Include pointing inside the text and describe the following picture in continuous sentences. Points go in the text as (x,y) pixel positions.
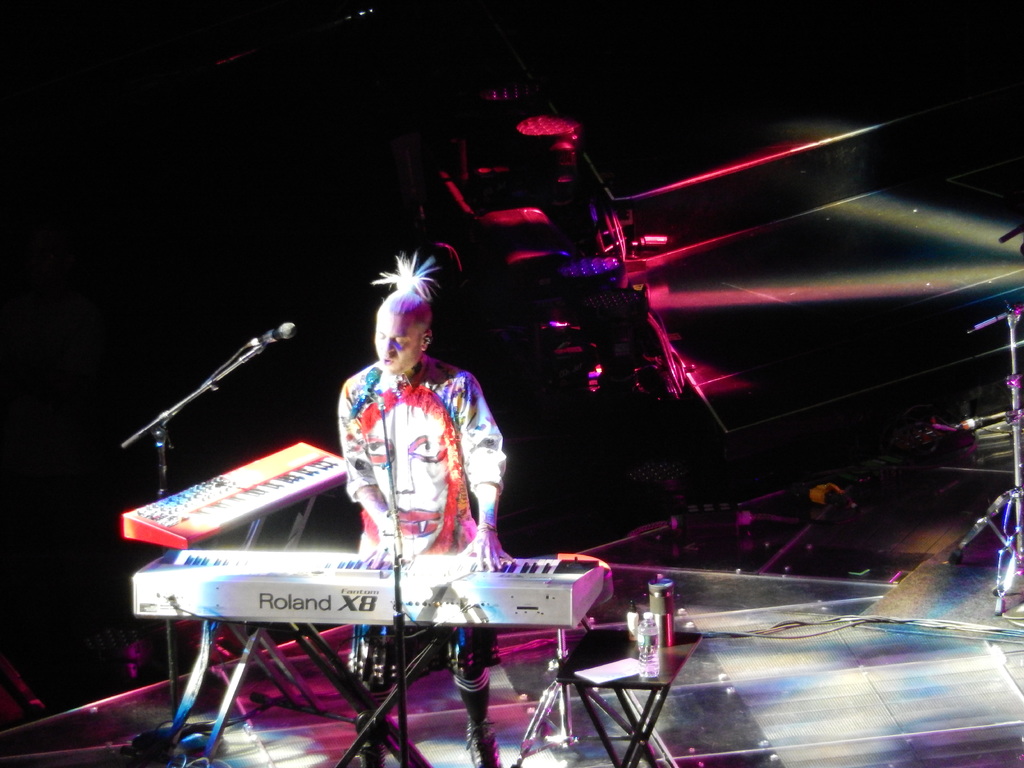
In this image there is a man (451,660) standing. He is singing and he is also playing musical keyboards (247,482). In front of him there are microphones (371,399) to their stands (395,567). Beside the keyboard (530,567) there is a table (591,651). There are papers (632,668) and bottles (648,630) on the tables (657,657). Behind him there are lights (612,304). The background (715,126) is dark.
